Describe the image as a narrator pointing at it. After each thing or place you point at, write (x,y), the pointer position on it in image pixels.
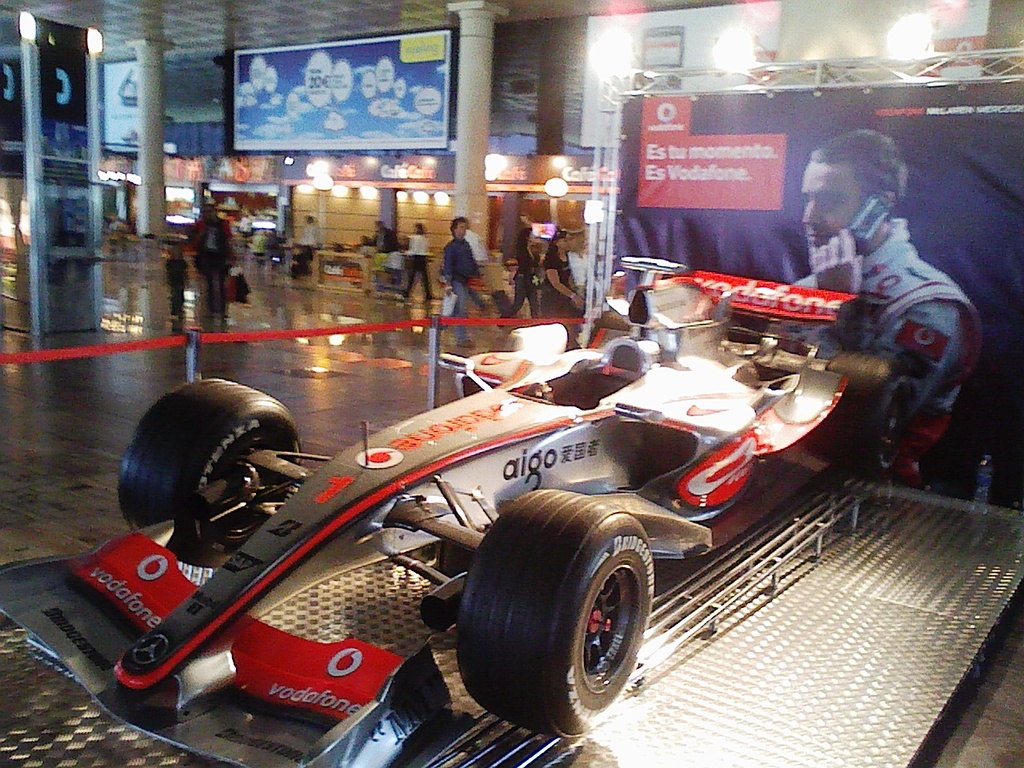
In this picture we can see banner truss (773,78), boards (84,78), lights (737,66), pillars (476,71), floor (570,342), people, barrier poles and objects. In the middle of the picture (650,319) we can see a vehicle (660,306) on a platform (187,764).
